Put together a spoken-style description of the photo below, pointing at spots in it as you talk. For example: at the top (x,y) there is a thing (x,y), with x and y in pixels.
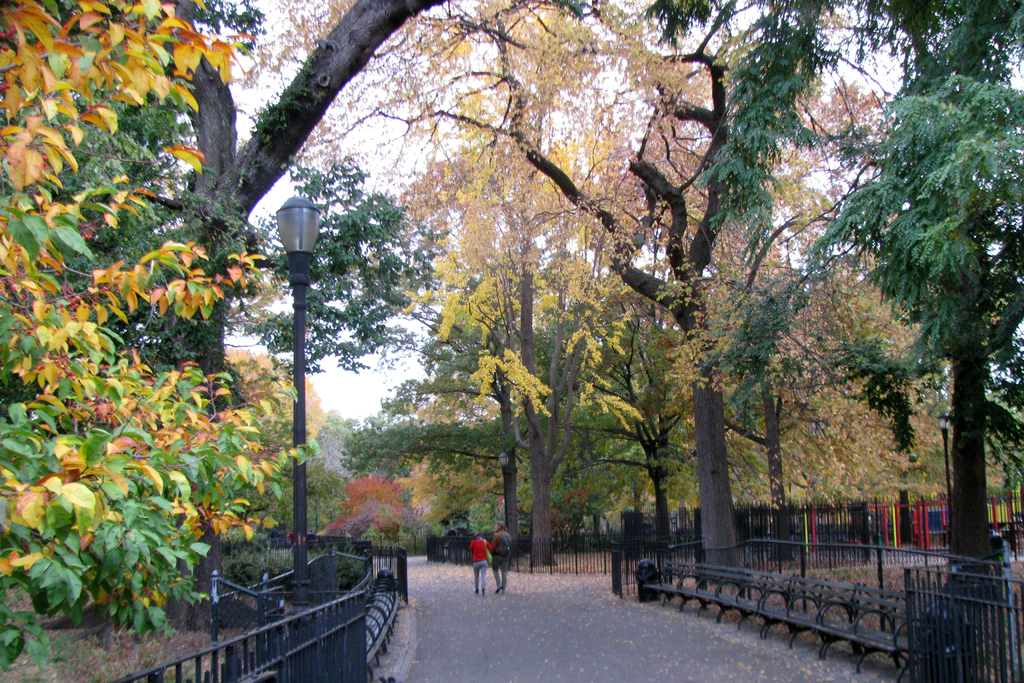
In this image two persons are walking on the road (494,637). Left side there is a street light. Behind the fence (350,596) there are few plants (143,591) and trees (118,620). Right side (699,587) there is a bench (728,578). Behind there is fence (943,582). Background (566,431) there are few trees (561,419).
